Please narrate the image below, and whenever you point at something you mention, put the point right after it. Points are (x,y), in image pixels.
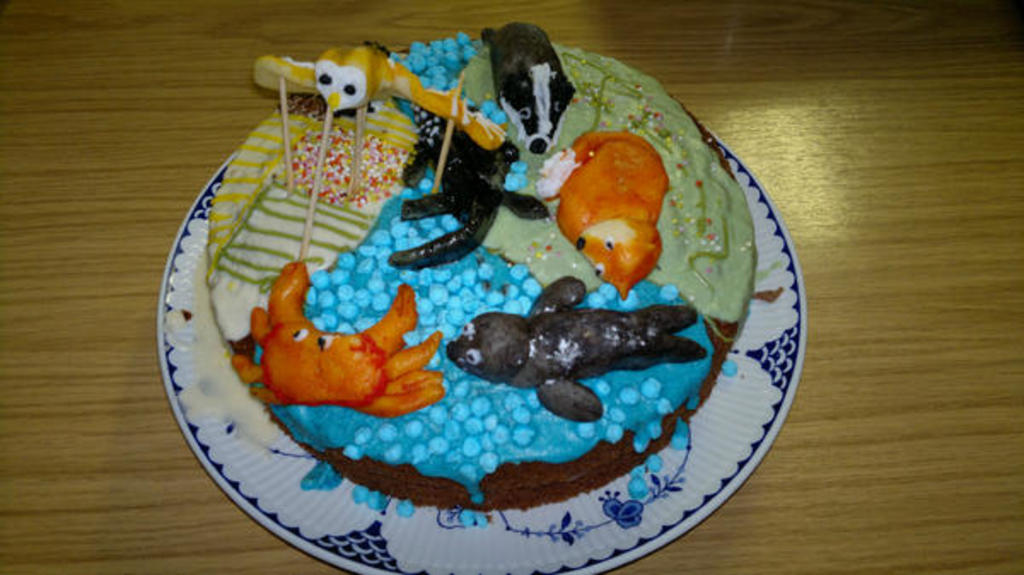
In this image I can see it looks like a cake (403,231) with different pictures (395,359) on them.
